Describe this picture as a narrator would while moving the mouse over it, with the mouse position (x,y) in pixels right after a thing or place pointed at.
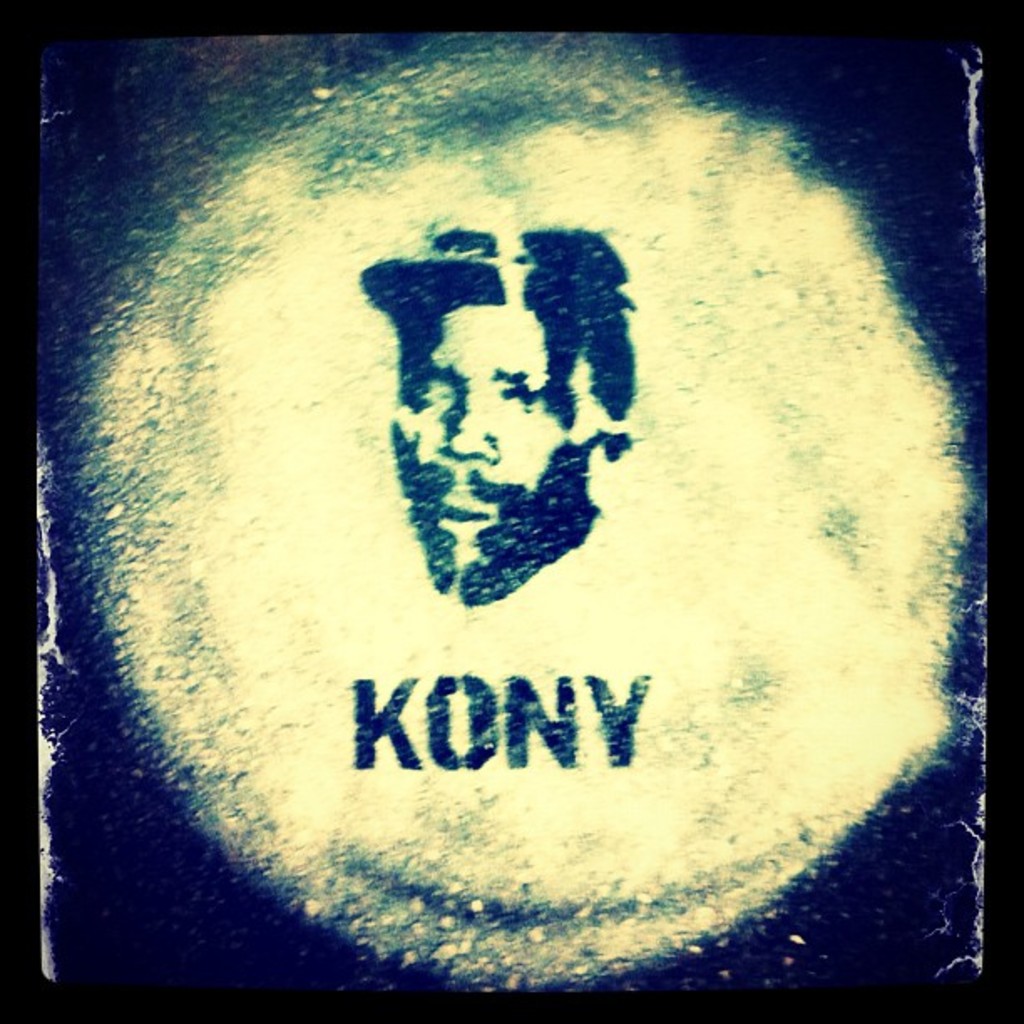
In this picture I can see a poster (297,253), there is a word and a photo (435,379) of a person (558,513) on the poster (467,461).
